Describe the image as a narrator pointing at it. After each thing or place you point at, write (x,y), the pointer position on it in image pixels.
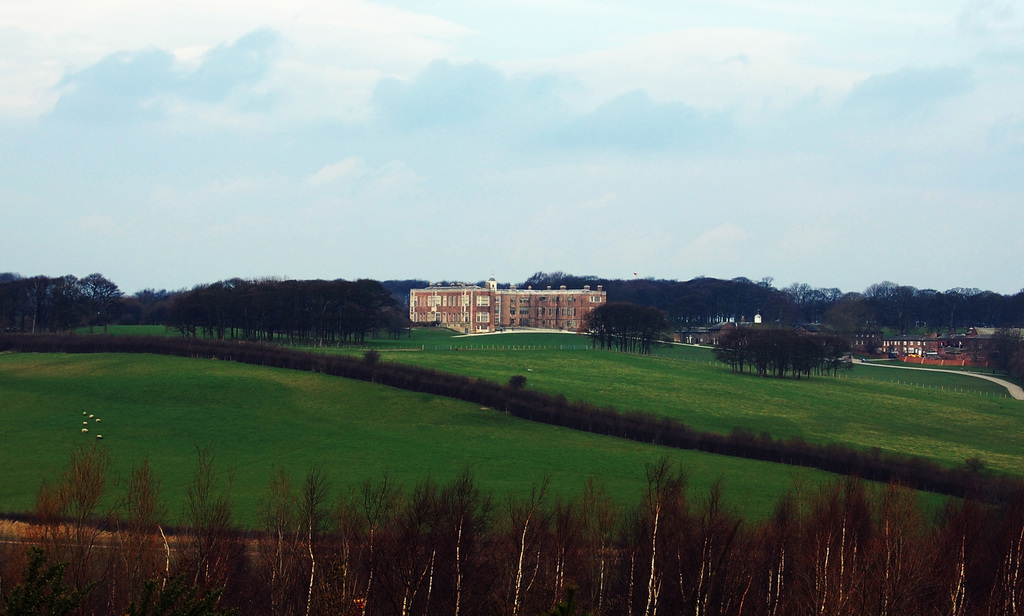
In the center of the image (519,308) there is a building (459,319). At the bottom (618,429) we can see grass (279,437), plants (293,557) and trees (628,601). In the background (387,322) we can see trees (339,331), sky (435,93) and clouds (705,94).
